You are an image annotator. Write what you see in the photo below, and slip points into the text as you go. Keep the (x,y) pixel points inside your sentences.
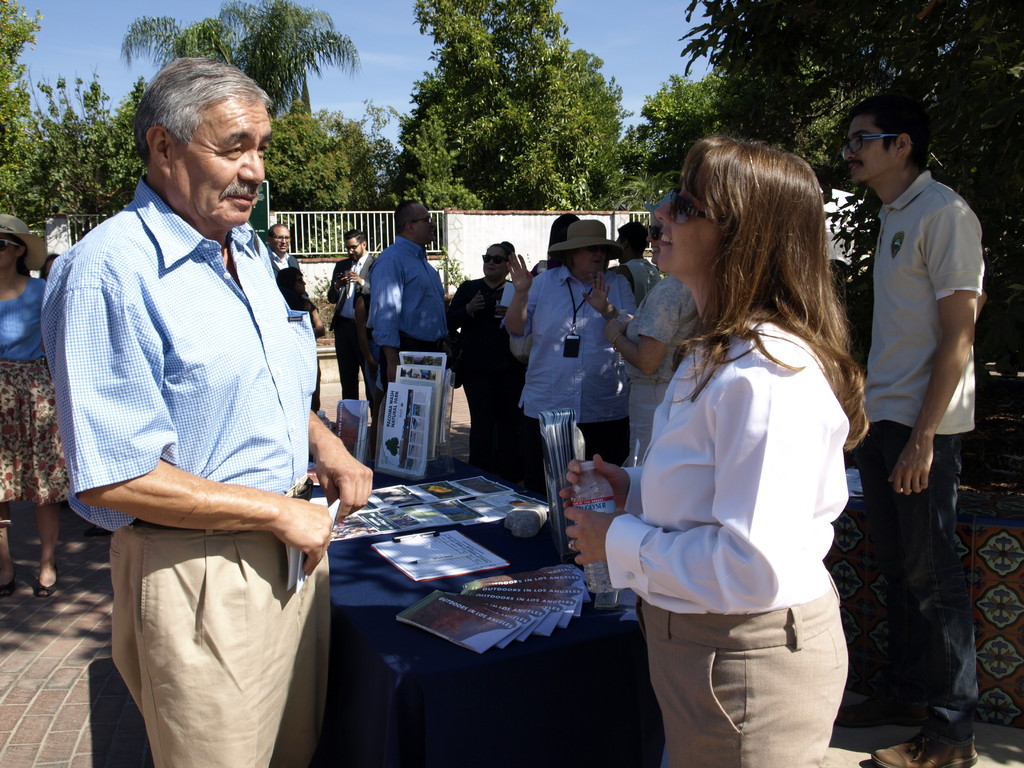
In the image I can see people (612,442) are standing among them some are holding objects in hands (294,537). The woman (685,381) in front of the image is holding a bottle (593,494) in hands (602,524) and the man (139,288) on the left side (204,522) is holding an object (292,565) in hands (304,520). In the background (352,188) I can see fence (435,222), trees (481,177), a table (480,533) which has some objects (497,576) on it and the sky (386,79).
